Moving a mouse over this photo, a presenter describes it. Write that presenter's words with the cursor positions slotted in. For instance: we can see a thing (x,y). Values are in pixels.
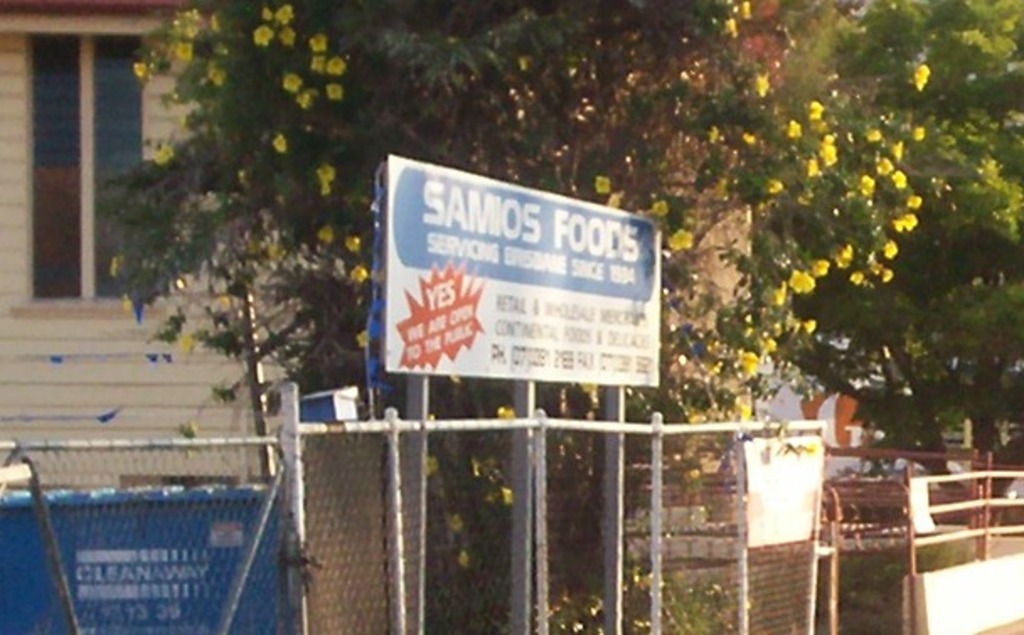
In this image I can see few trees (684,165), number of yellow colour flowers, few boards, fencing (427,512), a blue colour thing (80,502) over here and a building (124,364) in the background (239,377). On this board (557,342) I can see something is written.
